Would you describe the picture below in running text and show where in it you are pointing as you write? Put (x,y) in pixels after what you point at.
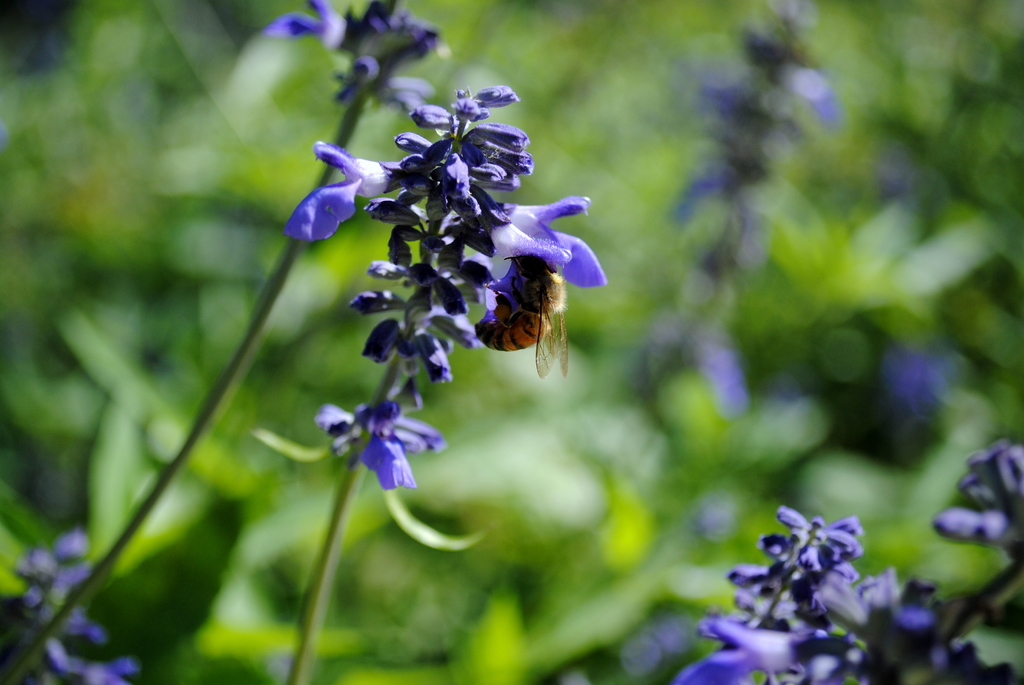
In this image we can see some plants (490,274) and flowers (848,663) and there is an insect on the flower (440,305) and in the background (67,131), the image is blurred.
